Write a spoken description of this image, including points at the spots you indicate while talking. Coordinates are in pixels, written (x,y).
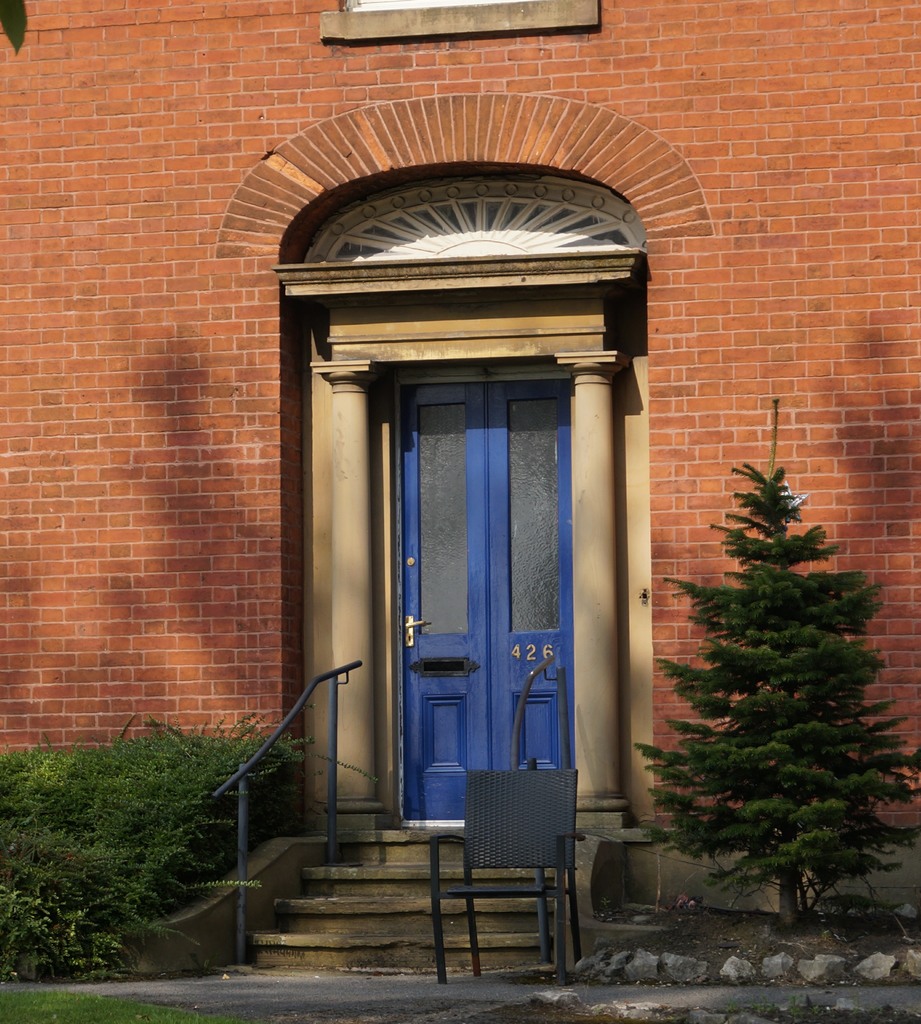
In the center of the image (539,486) we can see a building (470,160) with window (428,8), door (406,619) and pillars (368,622). In the foreground of the image (420,839) we can see a stair case (410,829), group of poles (541,951) and a chair (549,882) placed on the ground (452,1017). In the left side (118,846) we can see some plants (44,903). In the right side (798,707) we can see a tree (795,850) and some rocks (913,965).
